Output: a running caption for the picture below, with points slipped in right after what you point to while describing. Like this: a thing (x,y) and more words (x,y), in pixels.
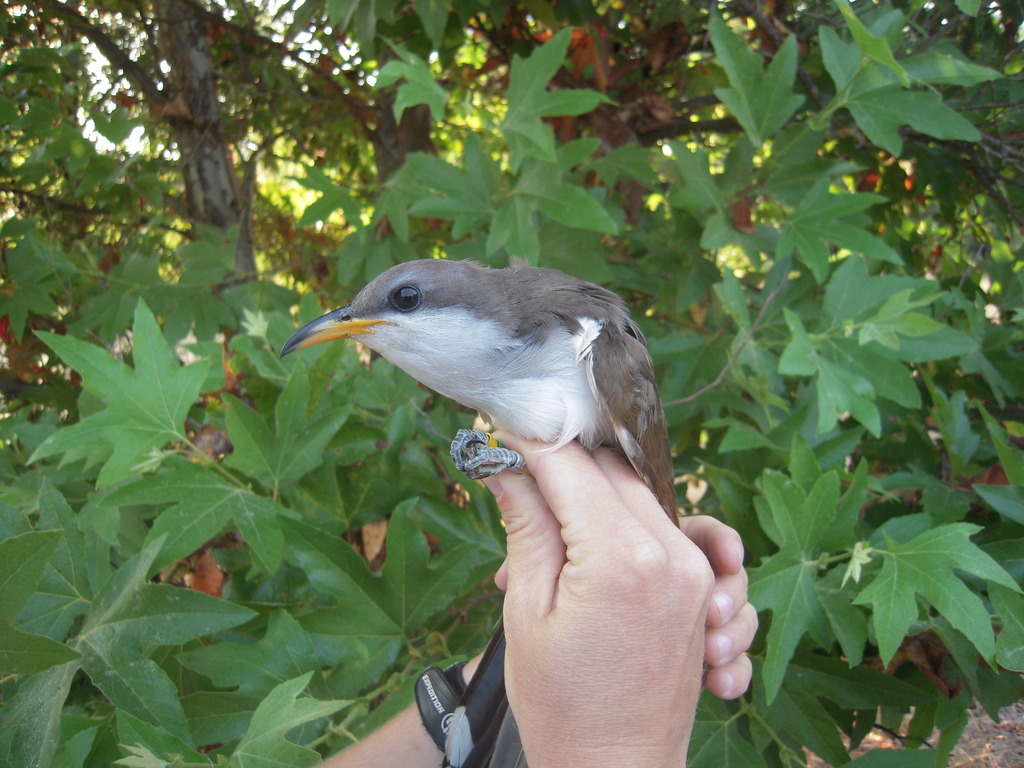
In this image, we can see hands (637,696) of a person (628,562), there is a bird (516,344) sitting on the hand (622,509), in the background (338,749) there are some green color leaves (10,570).
